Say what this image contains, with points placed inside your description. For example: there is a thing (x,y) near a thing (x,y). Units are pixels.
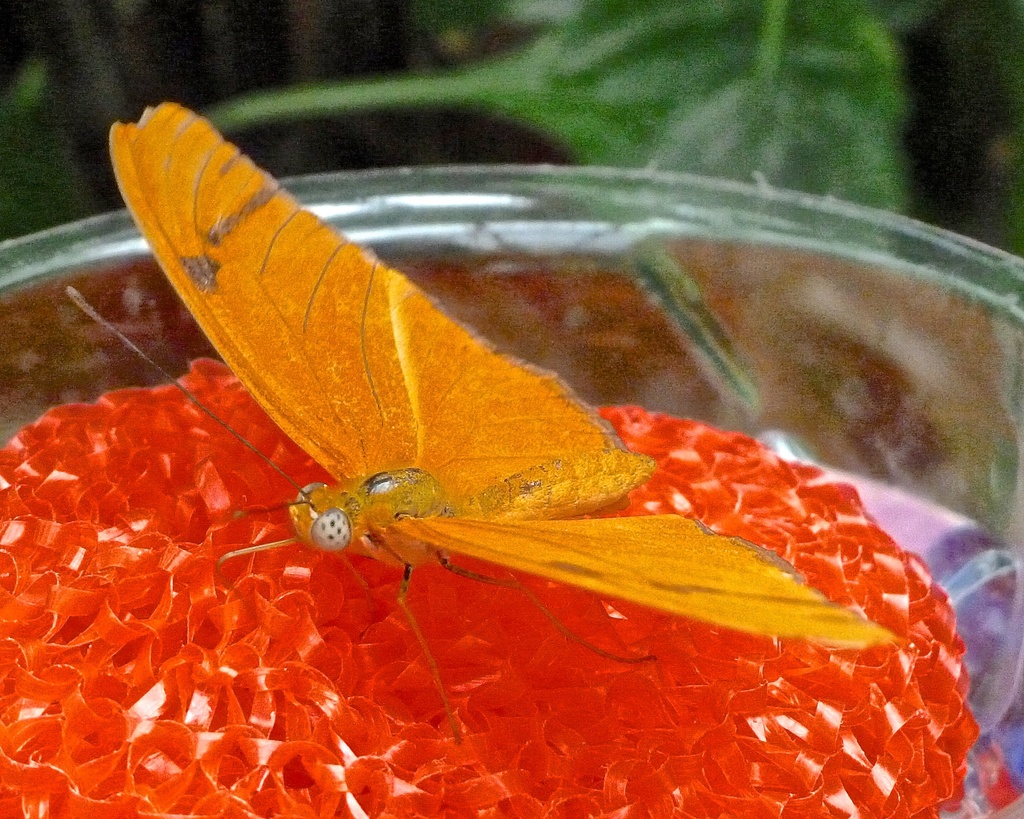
In this image there is a butterfly (463,410) on an object (396,695) which is on the glass bowl (777,342). Background is blurry.
